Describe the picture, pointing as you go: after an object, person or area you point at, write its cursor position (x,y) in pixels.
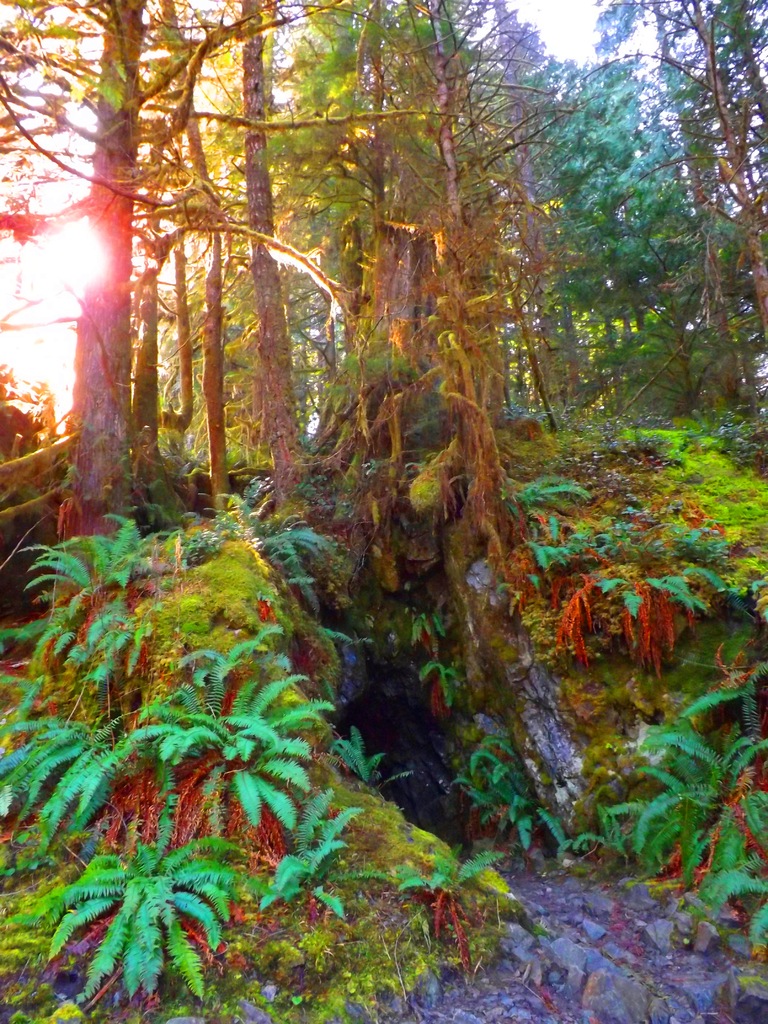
In this image I can see colorful design trees (452,210) and I can see a sun light (81,201) on the left side (81,229), at the top (585,34) I can see the sky (559,38).
